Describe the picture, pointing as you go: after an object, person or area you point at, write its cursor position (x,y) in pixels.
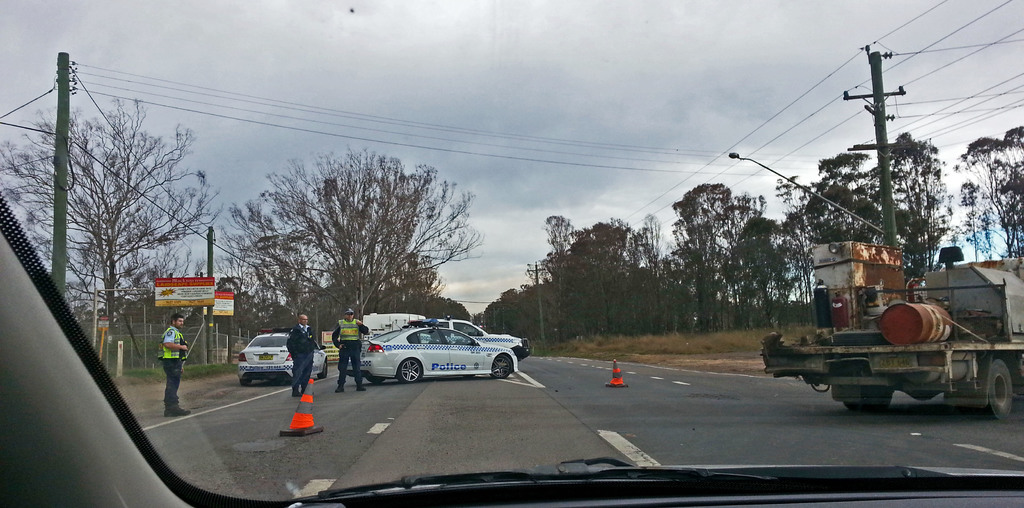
In this image, we can see a glass (506,402). Through the glass (456,402) we can see the outside view (447,389). Here we can see three people (171,366) are standing on the road (236,415). Few vehicles (382,363), traffic cones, trees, poles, boards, mesh (186,341), plants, grass (142,371) we can see. Background (394,2) there is a cloudy sky (375,128).
